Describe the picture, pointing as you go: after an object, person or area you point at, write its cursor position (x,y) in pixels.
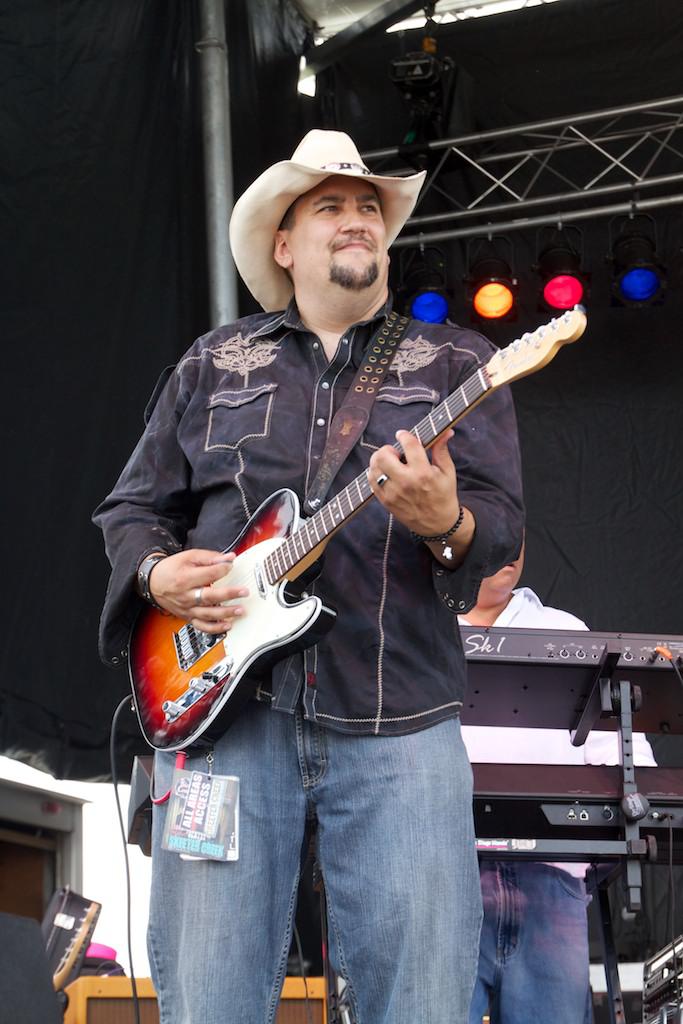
In the picture there is a man (408,566) who is holding guitar (267,594) he is wearing black shirt (271,330) and a cream color hat (267,219) he is looking at someone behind him there is another man (519,620) who is playing a piano (601,819) in the background (490,289) there are lights (548,273) and black color curtain (543,91).
